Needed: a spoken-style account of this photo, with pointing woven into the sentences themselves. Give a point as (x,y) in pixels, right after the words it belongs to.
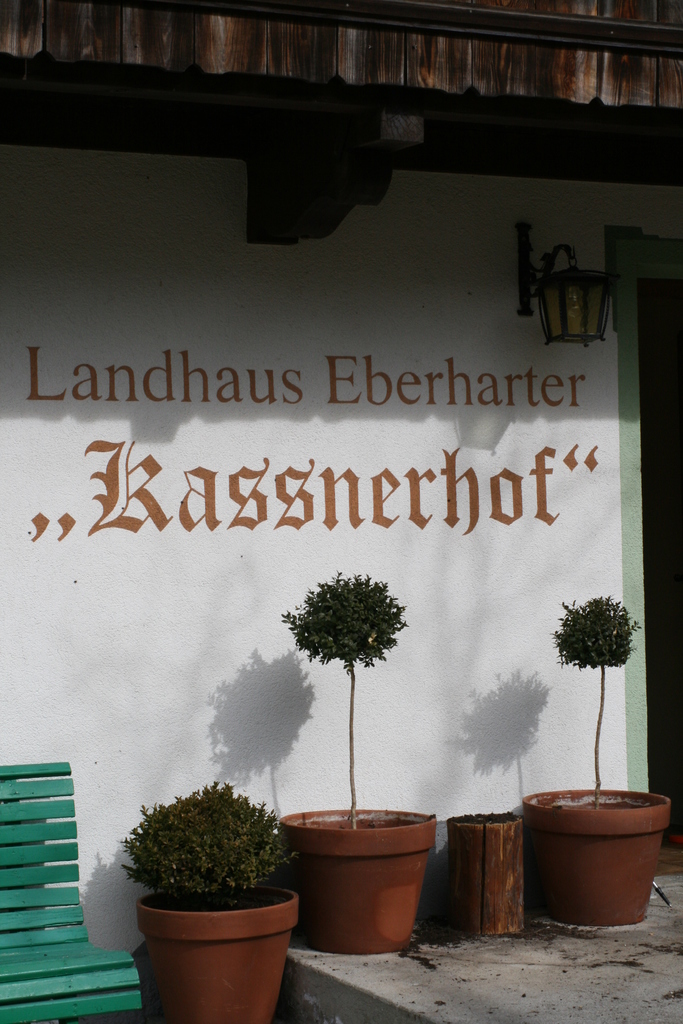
Here I can see few house plants (391,831) on the floor (388,989). On the left side (36,932), I can see a green color bench (36,903). At the back of these I can see a wall (182,546) on which I can see some text (380,498).
